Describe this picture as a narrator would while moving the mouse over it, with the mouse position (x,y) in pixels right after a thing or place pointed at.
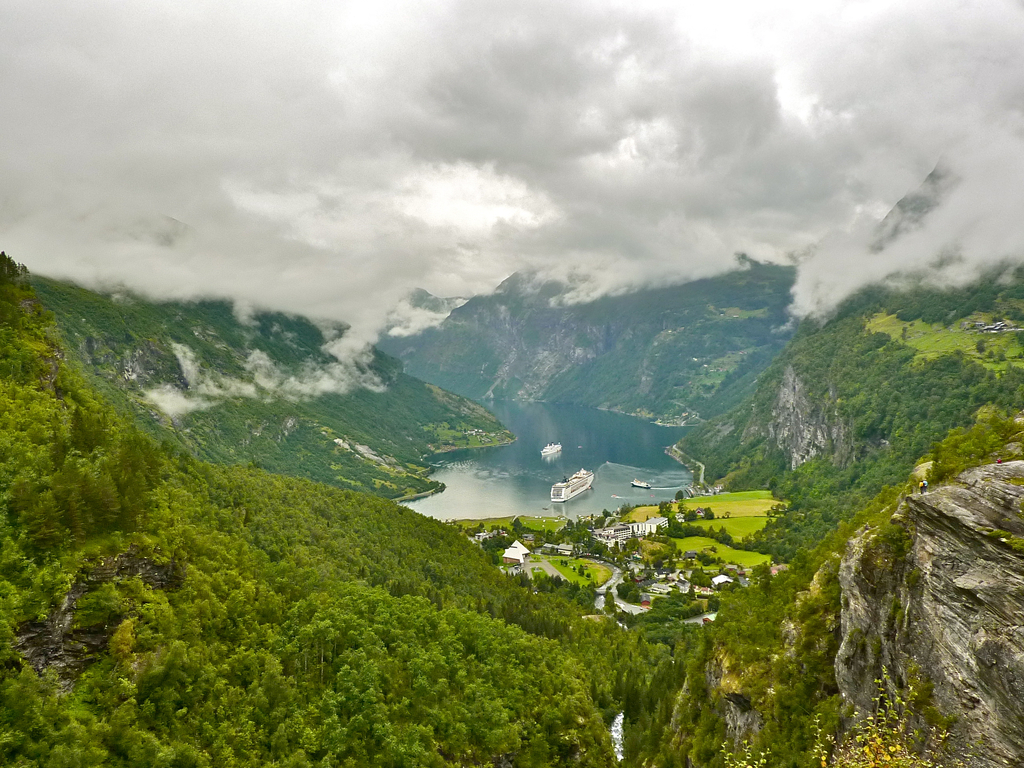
This picture consists of hill view (177,502) and in between hills (204,542) I can see the lake (464,464), on the lake (565,454) I can see a boat (635,484), at the top (514,162) I can see the sky (752,169) and sky (227,167) is cloudy, on the hill (210,666) I can see trees (391,400).
